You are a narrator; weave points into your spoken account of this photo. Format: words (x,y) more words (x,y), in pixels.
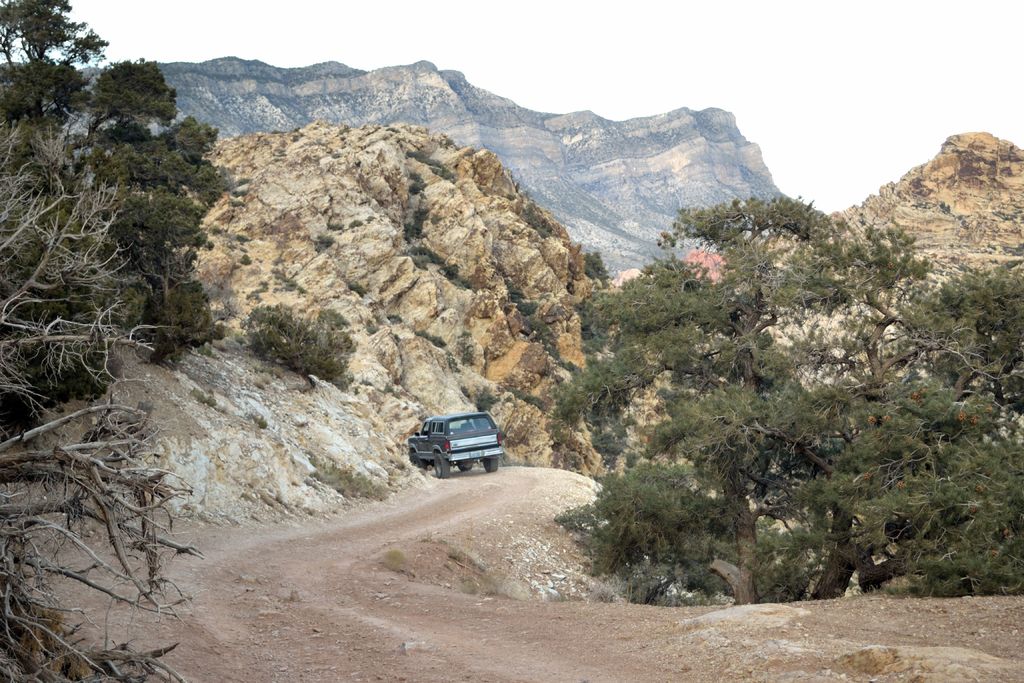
In this image we can see a vehicle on the road (427,483), there are some trees (761,454) and mountains (375,307), in the background (709,19), we can see the sky (804,47).
